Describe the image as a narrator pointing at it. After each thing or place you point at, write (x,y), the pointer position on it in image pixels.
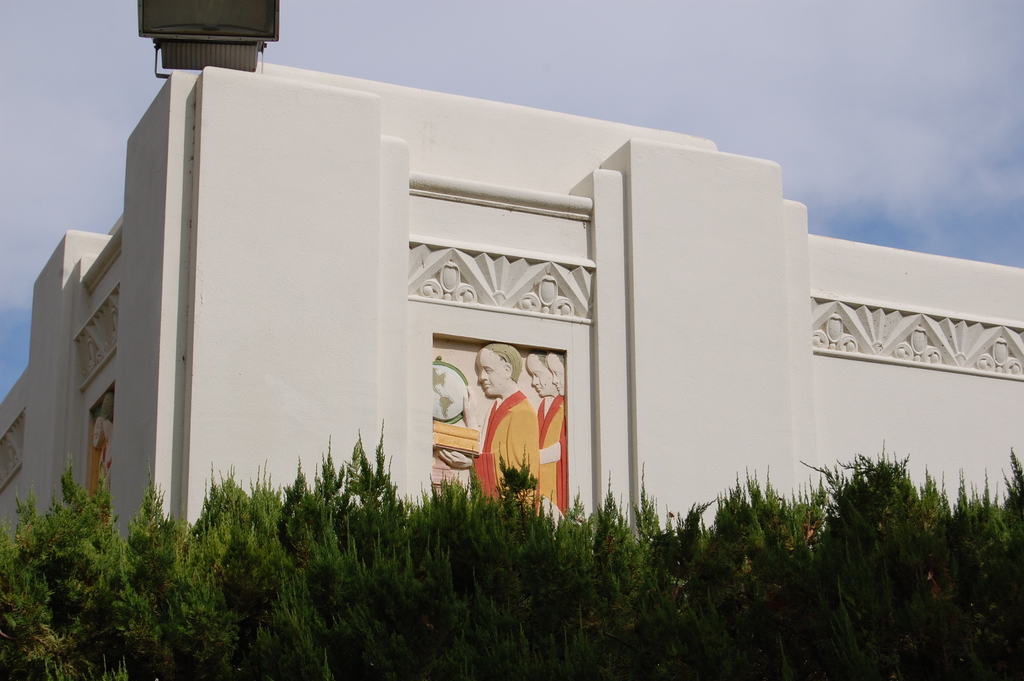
In front of the image there are trees (424,611), behind the trees (371,579) there is a building (441,402) with some paintings (441,383) and engravings (562,424) on it, on top of the building (173,86) there is focus lights (208,17), at the top of the image (411,72) there are clouds (732,136) in the sky (863,182).
